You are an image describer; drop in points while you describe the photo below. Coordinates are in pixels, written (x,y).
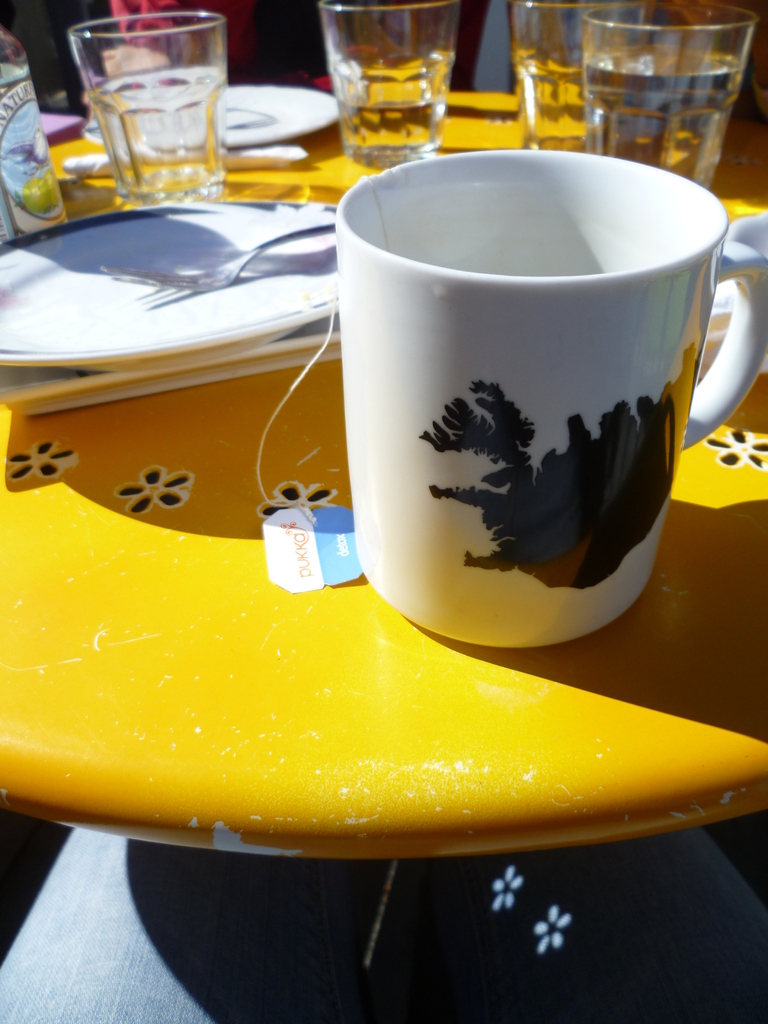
There are plates (204,295), fork (156,272), glasses (703,70) and cup (446,537) on the table (196,403).
